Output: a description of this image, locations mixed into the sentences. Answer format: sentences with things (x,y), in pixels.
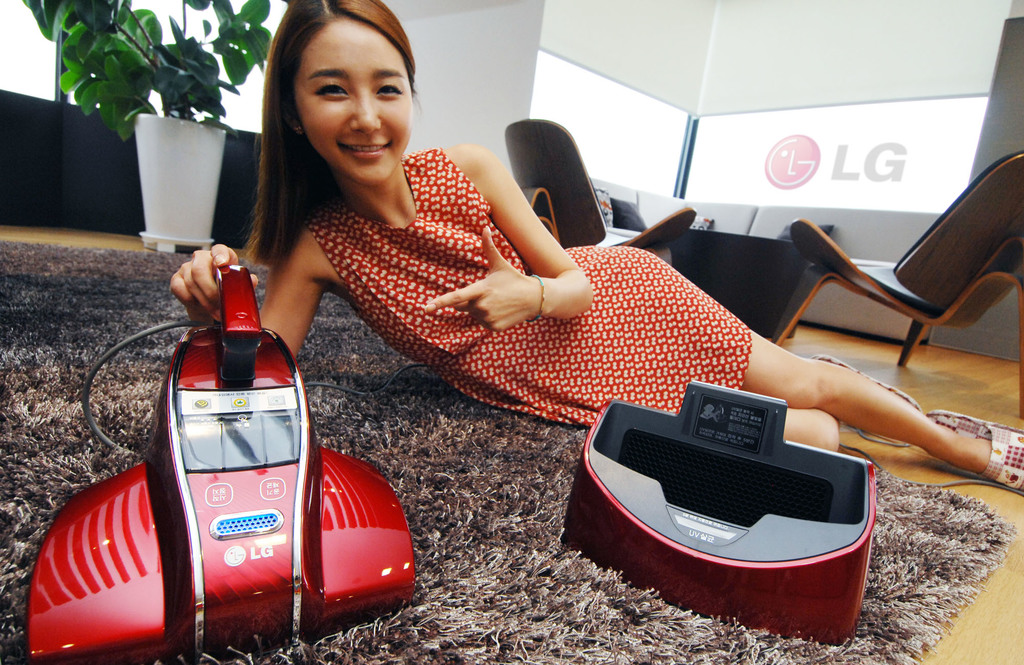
There is one girl (581,366) lying on the floor (553,442) and holding a vacuum cleaner (267,401) is in the middle of this image (545,269). We can see chairs (824,242), a flower pot (171,117) and a wall (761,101) in the background (172,103). We can see an object (693,507) is at the bottom of this image (731,563).
